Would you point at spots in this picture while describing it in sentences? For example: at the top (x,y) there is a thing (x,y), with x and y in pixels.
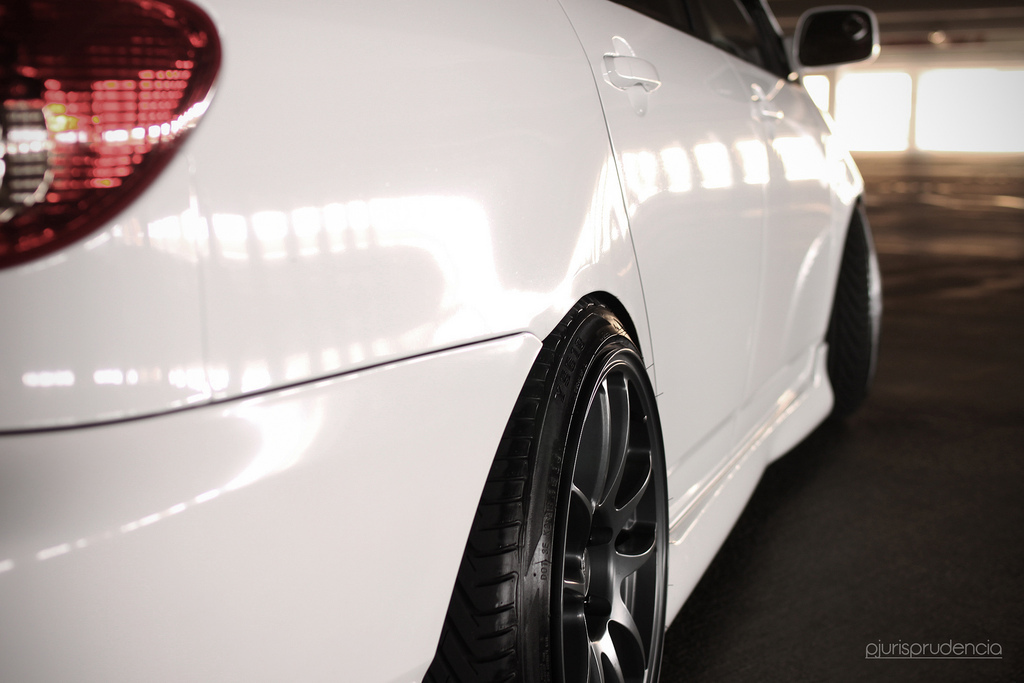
This is the truncated image of a car (474,467). In the background (912,216), we can see the floor (973,329) and the glass windows (933,121).
